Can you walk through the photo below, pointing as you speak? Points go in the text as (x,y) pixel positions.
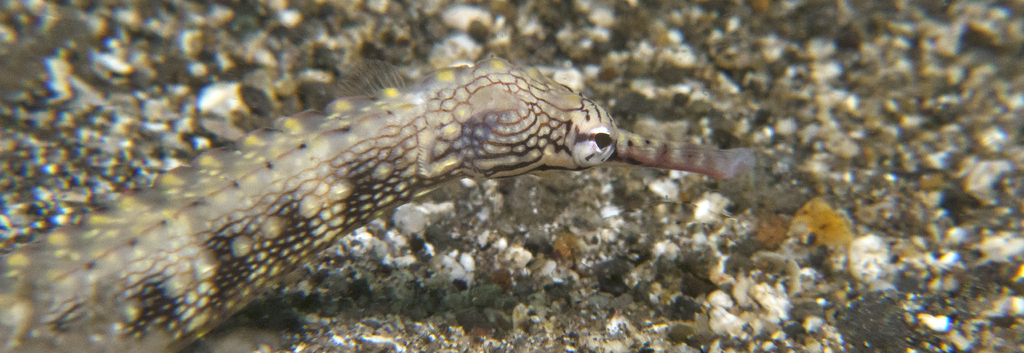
This is a zoomed in picture. On the left (227,247) there is a fish (202,189) seems to be a pipefish (216,183). In the background (857,83) we can see the gravels (195,109).
